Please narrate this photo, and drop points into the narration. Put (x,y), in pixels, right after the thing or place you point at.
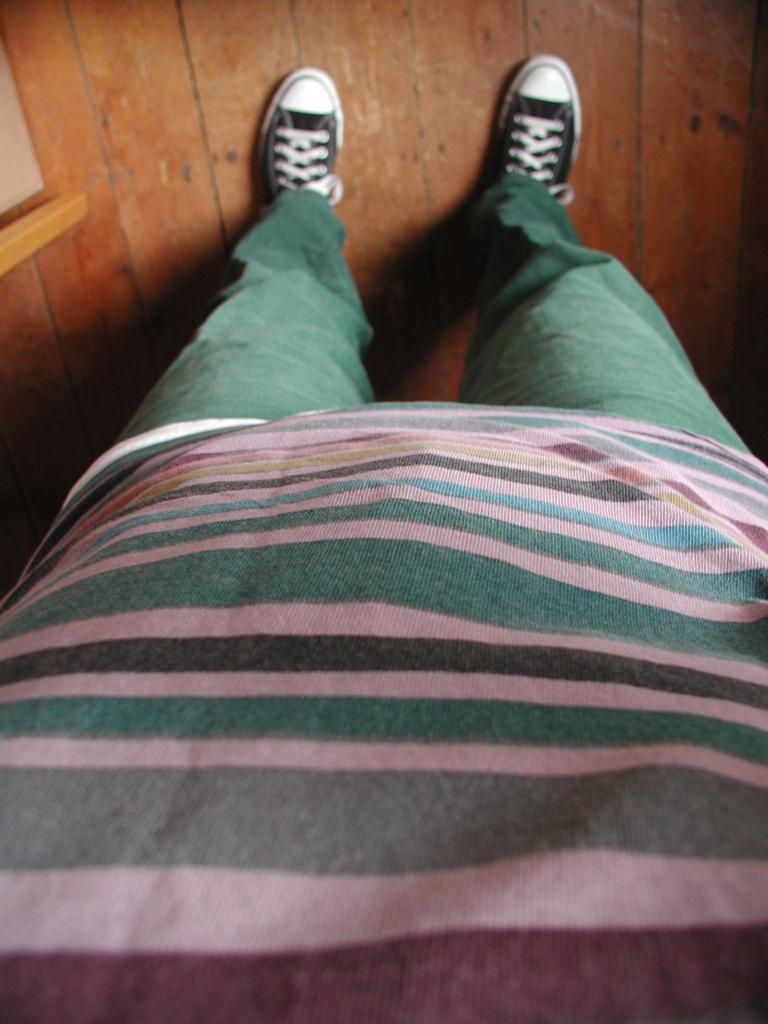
In this picture I can see there is a person (584,511) standing and he is wearing a t-shirt (385,568) and a green pant (464,393) and a pair of black shoes (313,98) and the floor (162,125) is made of wood (171,222).
